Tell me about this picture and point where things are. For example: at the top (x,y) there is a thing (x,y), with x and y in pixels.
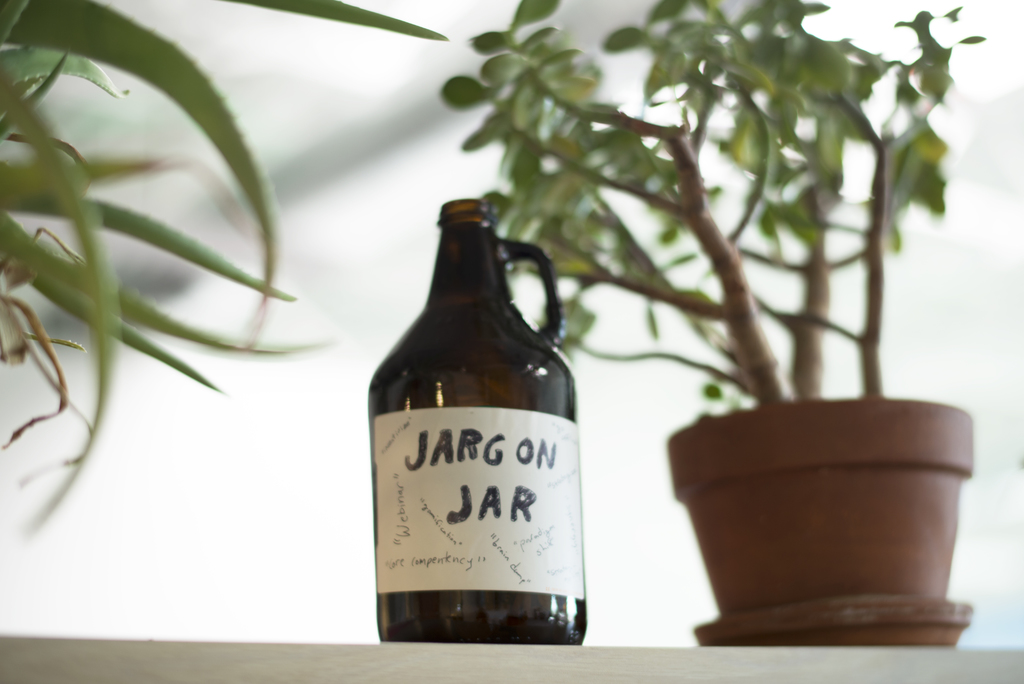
In the image there is a bottle (468,596) and beside the bottle (519,526) there is a plant (790,74).
